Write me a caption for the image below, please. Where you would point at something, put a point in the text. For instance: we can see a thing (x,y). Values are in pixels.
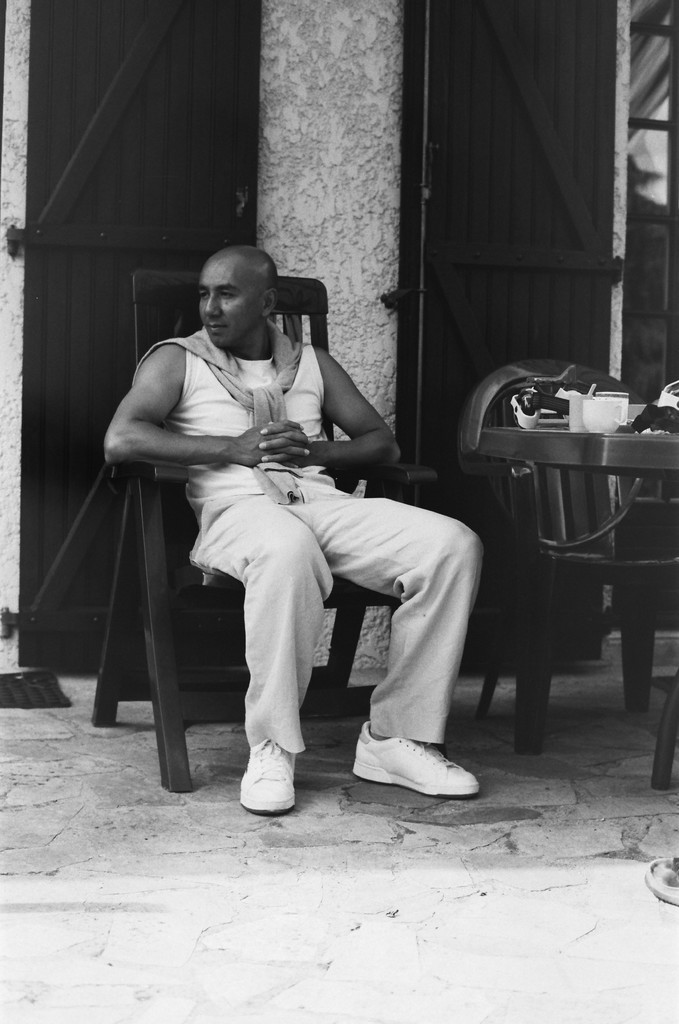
This is black and white picture, there is a man (217,359) sitting on a chair (354,477), beside him we can see cup (610,413) and objects (637,411) on the table (595,441) and chair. In the background (337,270) we can see pillar (317,222), glass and door (163,197).
